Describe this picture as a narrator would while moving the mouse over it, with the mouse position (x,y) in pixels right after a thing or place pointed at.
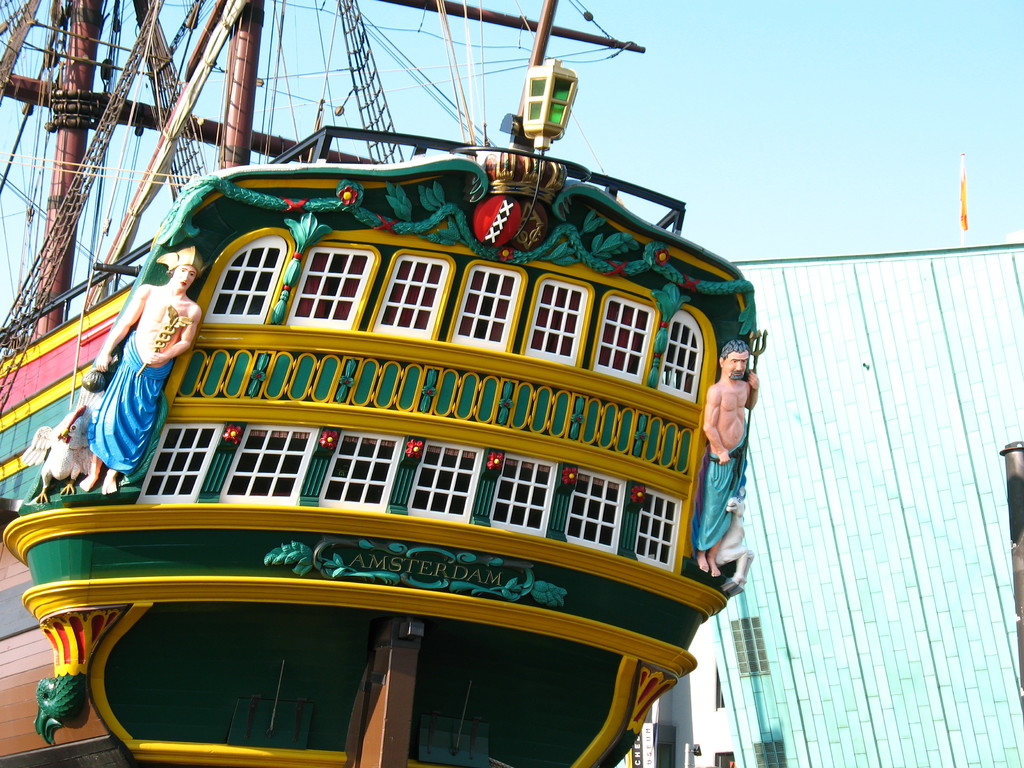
In this picture I can see a ship (347,420), building (978,614), and in the background (822,79) there is the sky (795,35).
